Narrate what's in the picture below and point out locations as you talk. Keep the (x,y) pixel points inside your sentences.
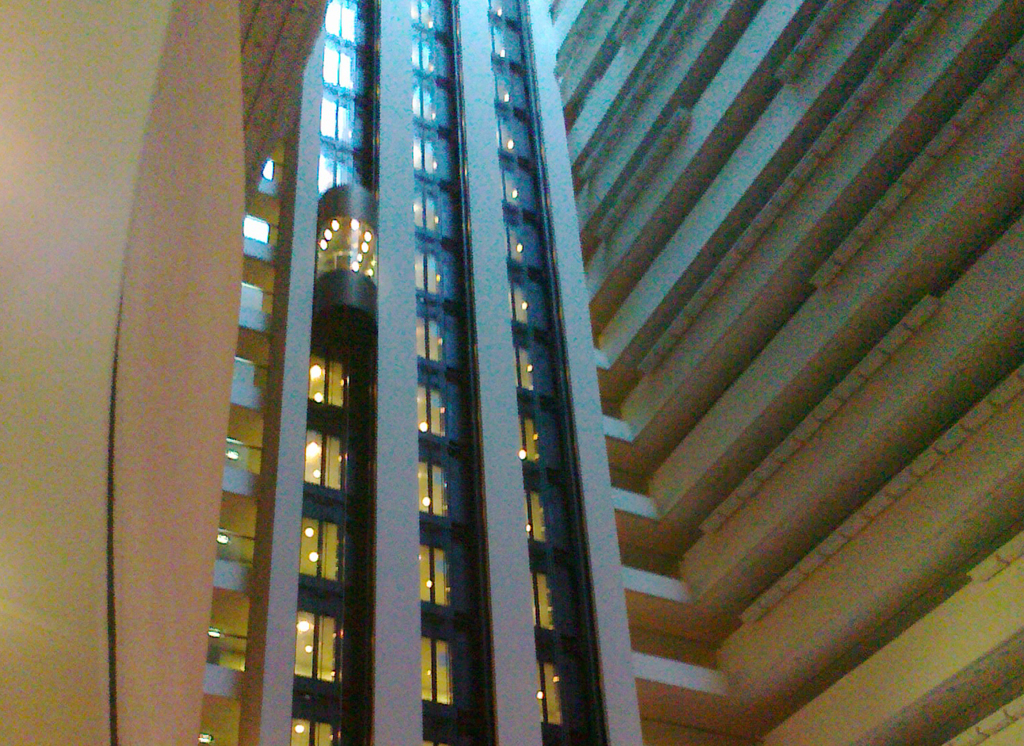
In this image there is a building (537,468) and we can see there is a lift (316,291).
